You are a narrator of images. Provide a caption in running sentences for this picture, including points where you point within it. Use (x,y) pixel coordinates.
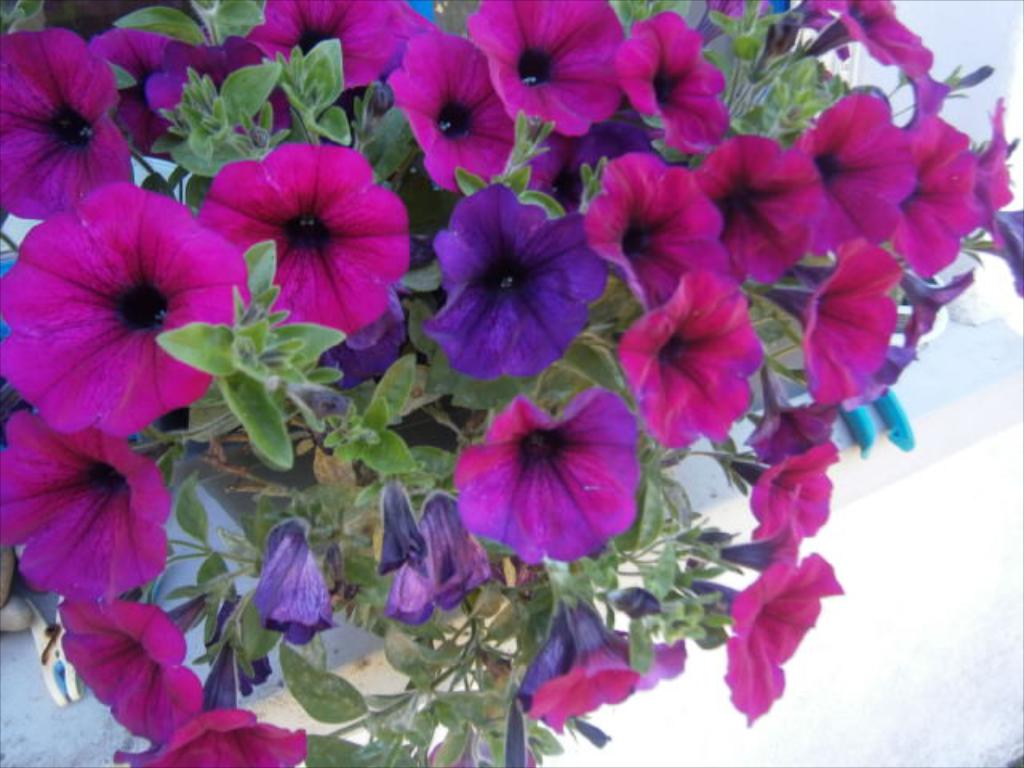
In this image we can see a pink and purple color flower plant (385,373). There is a white color wall (826,673) at the bottom of the image (669,732).
